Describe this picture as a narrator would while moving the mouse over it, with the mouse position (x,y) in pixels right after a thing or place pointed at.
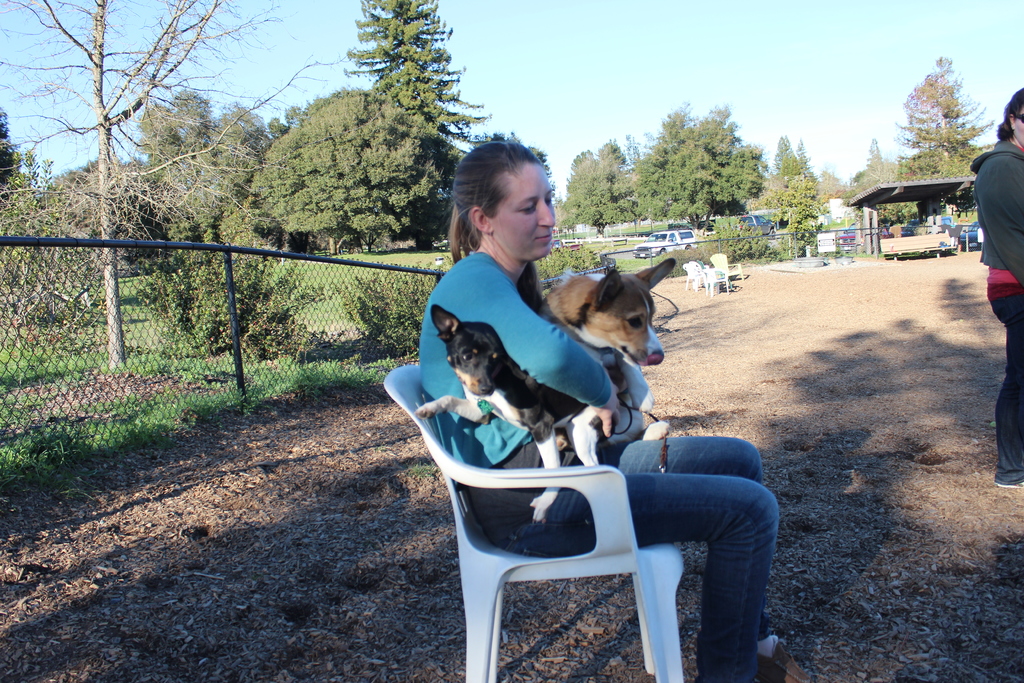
A lady (500,321) wearing a blue top (519,318) sitting on a chair (553,471) with two dogs (599,343) on her lap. There is a metallic mesh (209,290) and behind that there are some trees (173,197). Some chairs (697,262) are there in the background (721,257). Sky (685,56) is looking very clear. There is a shed (875,194) in the background (923,209). And one lady (998,247) is standing near to the blue lady (528,340).
